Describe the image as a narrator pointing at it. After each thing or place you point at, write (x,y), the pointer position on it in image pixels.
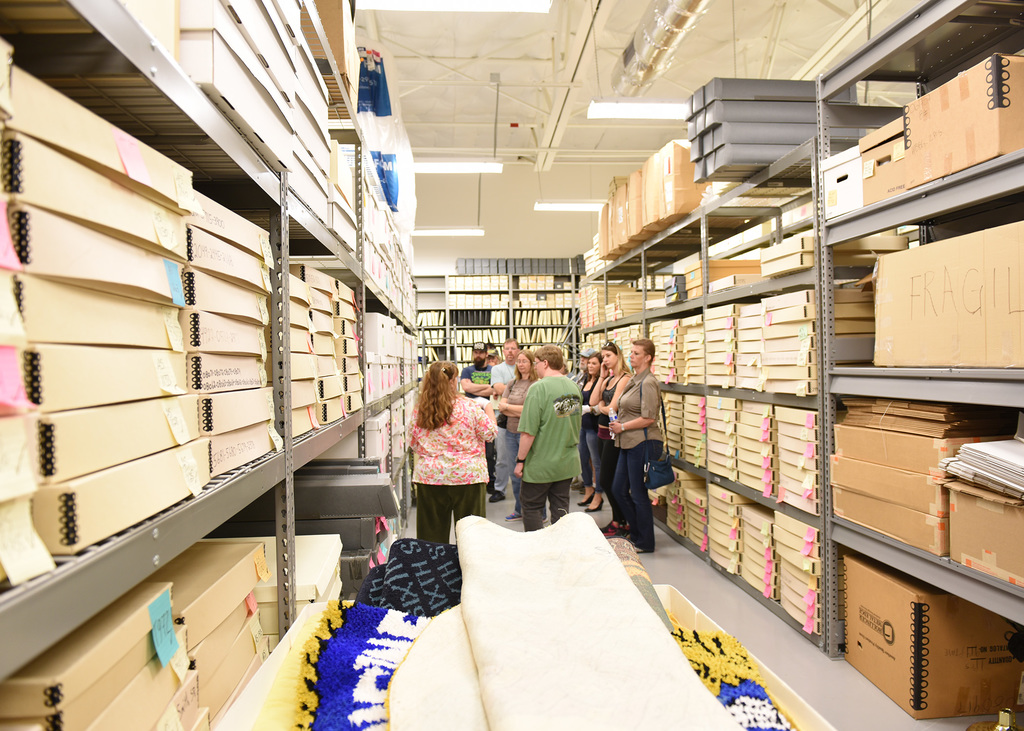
In this picture we can see colorful mats (335,683) at the bottom of the picture (613,668). There are a few boxes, colorful papers (18,553) and other objects (749,266) visible in the racks (68,603). We can see a few rods (555,128) and tube lights (677,107) on top (633,108).
